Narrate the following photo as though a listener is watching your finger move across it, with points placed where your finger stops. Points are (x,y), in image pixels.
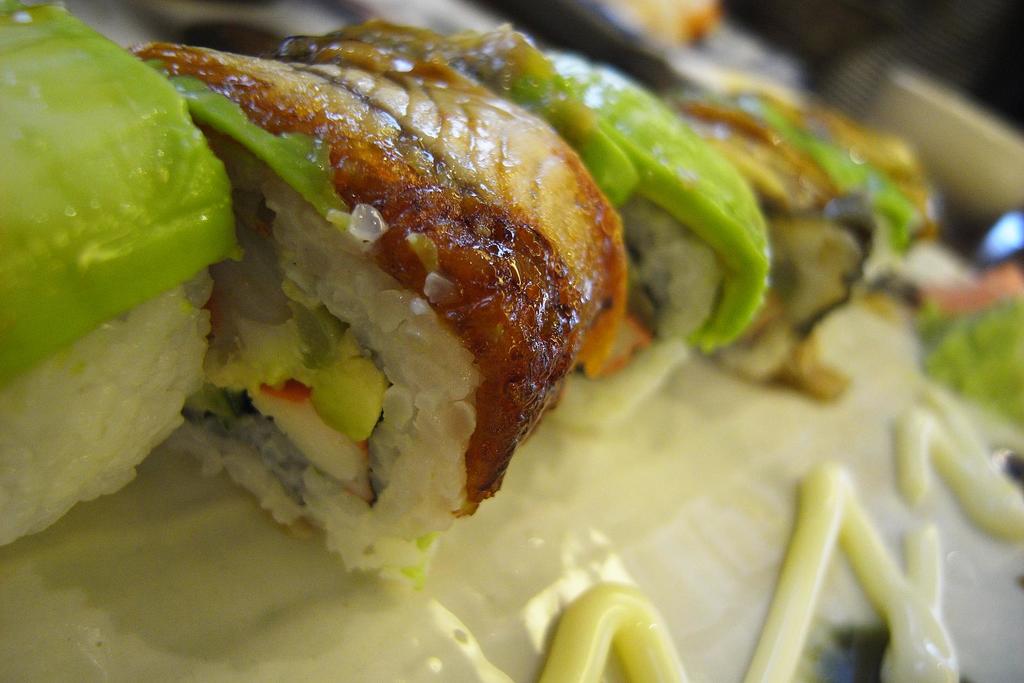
These are the food items (522,230).
